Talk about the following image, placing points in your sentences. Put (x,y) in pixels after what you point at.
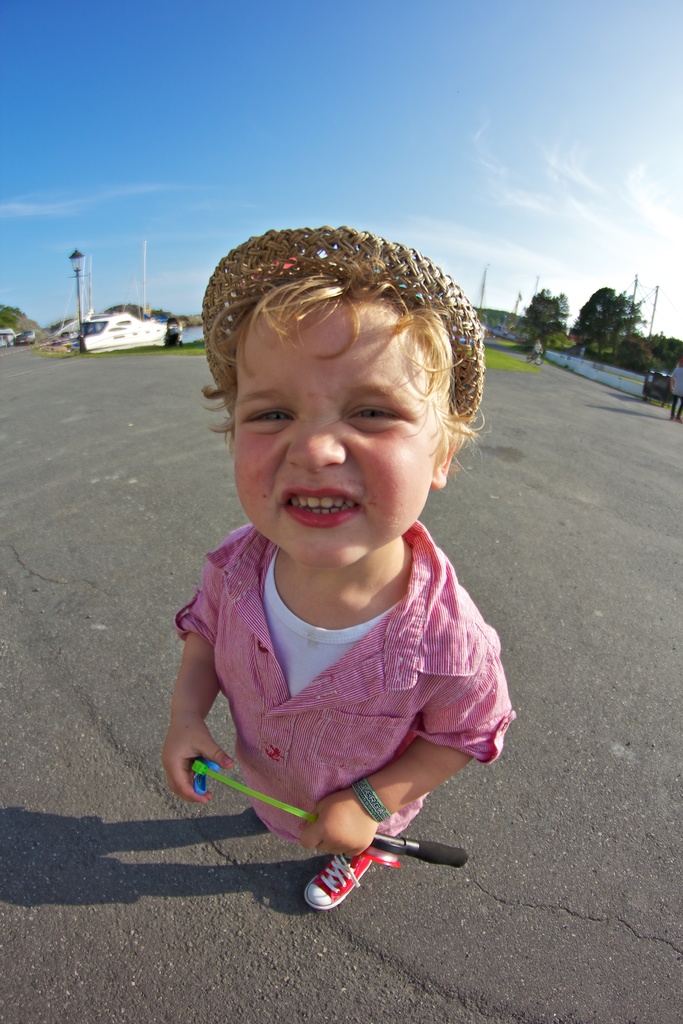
This image is taken outdoors. At the top of the image (101,232) there is the sky (325,129) with clouds (563,158). At the bottom of the image (173,972) there is a road (127,958). In the background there are a few trees (676,357). There are a few poles (91,310). A few vehicles (87,348) are parked on the road (641,406). On the right side of the image (678,377) there is a person (672,385). In the middle of the image (308,511) a kid (315,624) is standing on the road (223,809) and he is holding an object (305,814) in his hands (308,823).
